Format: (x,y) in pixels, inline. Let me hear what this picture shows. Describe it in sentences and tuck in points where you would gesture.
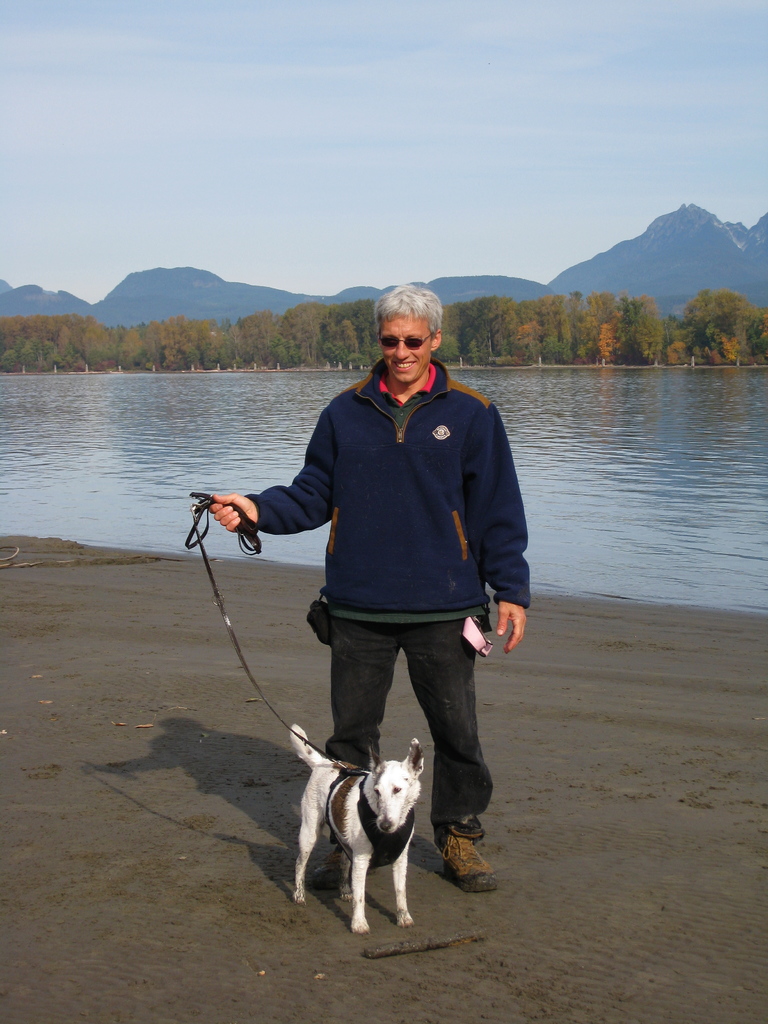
In this image, we can see a person (232,500) holding an object (198,498). We can see a dog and the ground (162,907). We can see the shadow (188,769) of a person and the dog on the ground (141,664). We can see some water (190,393) and trees (143,344). There are a few hills (663,300). We can see the sky (221,96).
